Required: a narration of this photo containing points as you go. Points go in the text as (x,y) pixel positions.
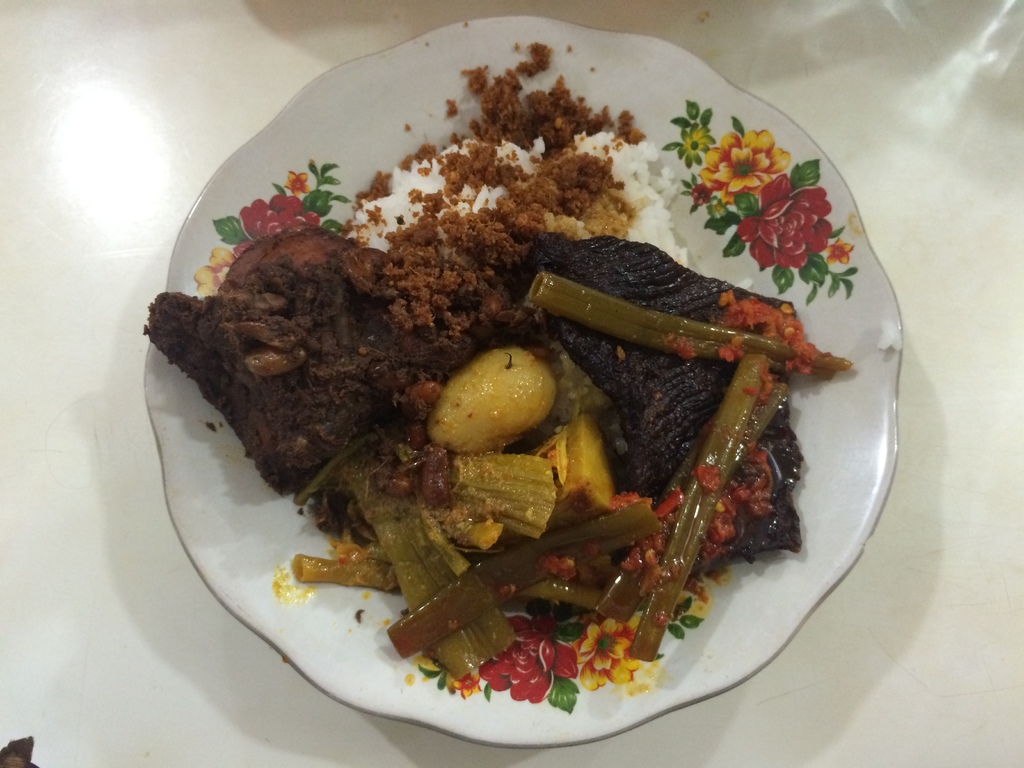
In this image I can see the plate (301,141) with food (338,382). The plate (355,132) is in white, red, yellow and green color. And the food (401,375) is colorful. It is on the white color surface (916,590).
